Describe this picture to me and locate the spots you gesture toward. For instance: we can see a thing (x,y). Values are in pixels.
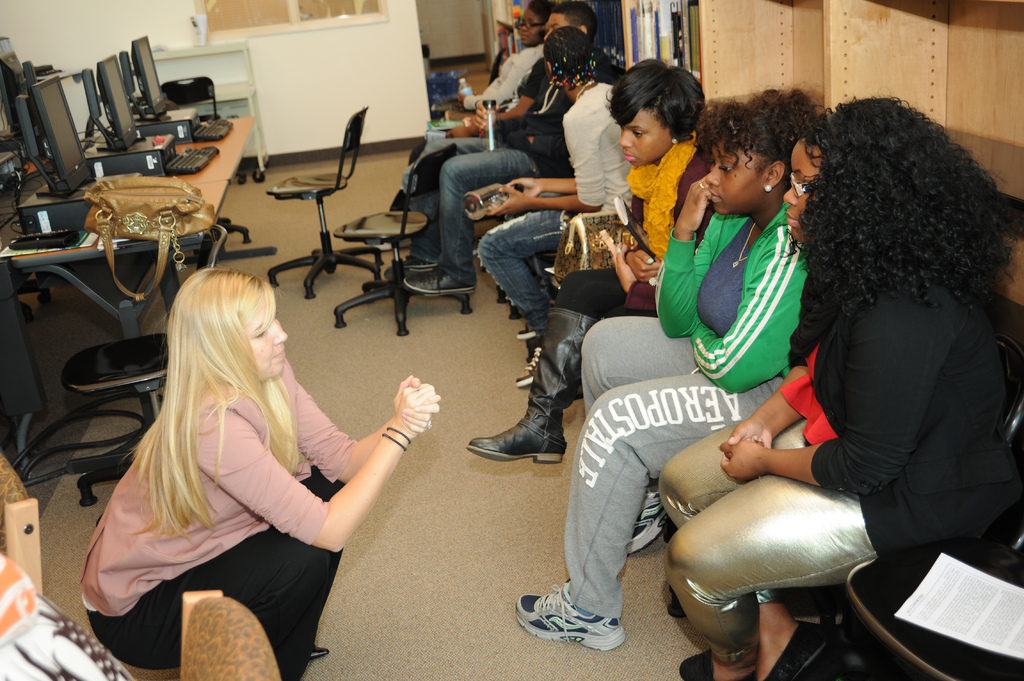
In this picture there are group of people (630,199) sitting in a line besides a shelf (860,70), towards the right (789,301). Towards the left (240,561) there is a woman (240,561), she is in squatting position, she is wearing a pink t shirt (252,487), black trousers (277,572) and she is folding hands (432,411). Towards the top left (213,141) there is a table (225,140), on the table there are computers (162,114), keyboards (191,163) and a bag (97,185). Towards the right corner (782,582) there is woman (862,520) wearing a black dress (898,375), glitter pant (727,578) and she is having a wavy hair (914,175).
